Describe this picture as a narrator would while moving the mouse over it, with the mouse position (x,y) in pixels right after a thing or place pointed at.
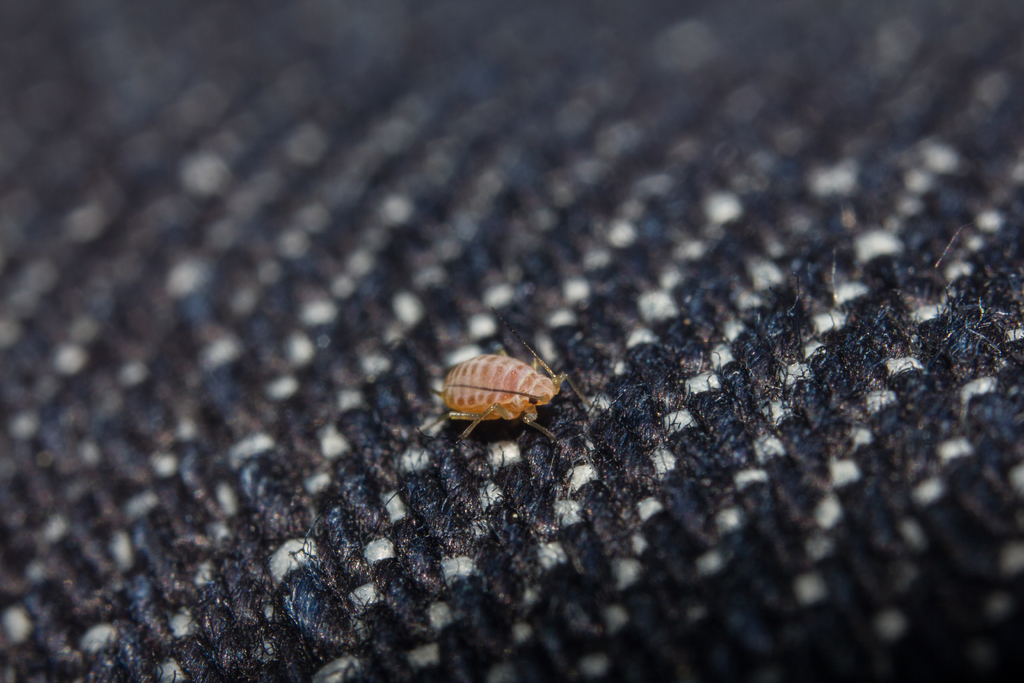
In this image we can see an insect (480,400) on the cloth (410,382).
